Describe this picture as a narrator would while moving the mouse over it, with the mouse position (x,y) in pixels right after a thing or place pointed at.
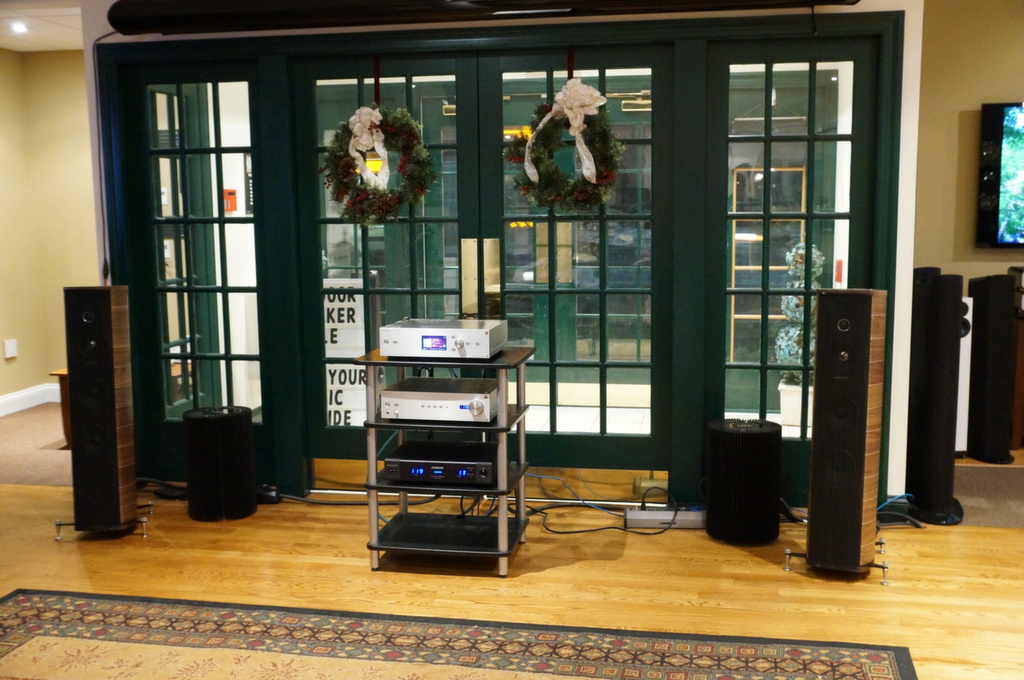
In the foreground (358,564) I can see a table (457,539), DVD player (423,479), speakers (834,482) and so on on the floor (290,521). In the background (171,202) I can see a wall (18,202), windows (425,213), garlands (575,202) and a TV (1021,239). This image is taken in a hall (29,303).
